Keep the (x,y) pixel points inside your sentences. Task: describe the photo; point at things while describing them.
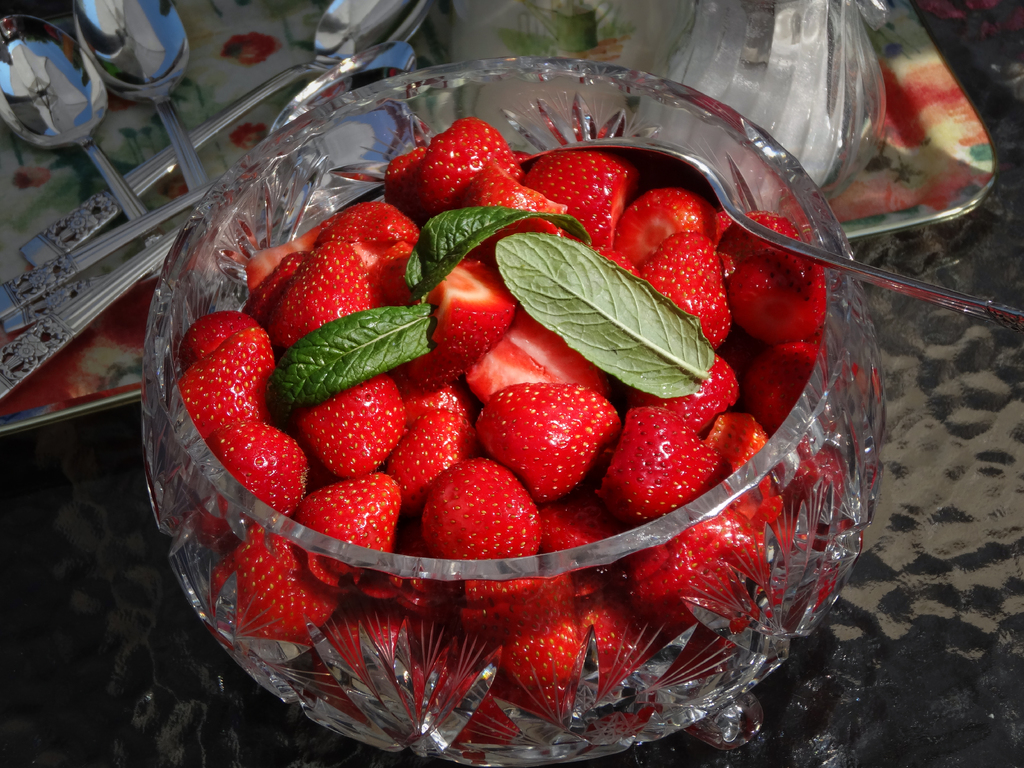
In the picture I can see strawberries (478,460), leaves (405,335) and a spoon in a glass object (686,521). I can also see spoons (29,333) and other objects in a tray (60,296).
